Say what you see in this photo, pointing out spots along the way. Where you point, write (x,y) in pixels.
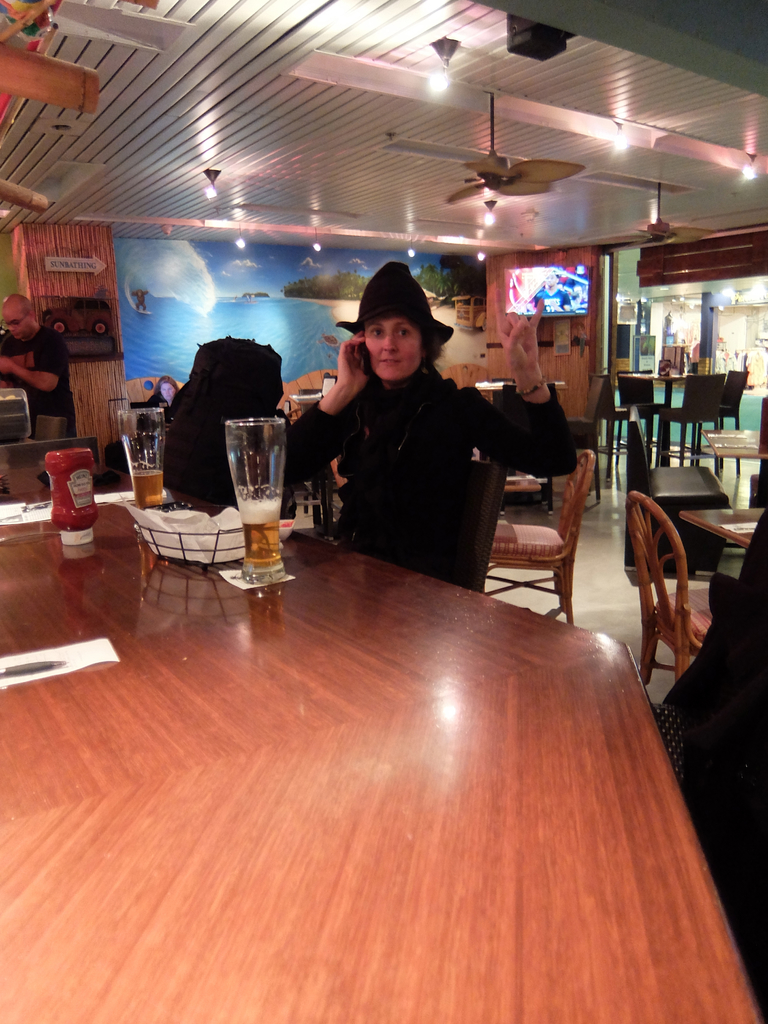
Here we can see a woman (346,353) sitting on a chair (470,563) talking in her mobile phone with a glass of beer (274,494) in front of her on the table (442,634) present in front of her and behind her there are chairs (655,486) and tables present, at the top (474,188) there is a fan (513,174) present and at the left (10,296) we can see a man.
